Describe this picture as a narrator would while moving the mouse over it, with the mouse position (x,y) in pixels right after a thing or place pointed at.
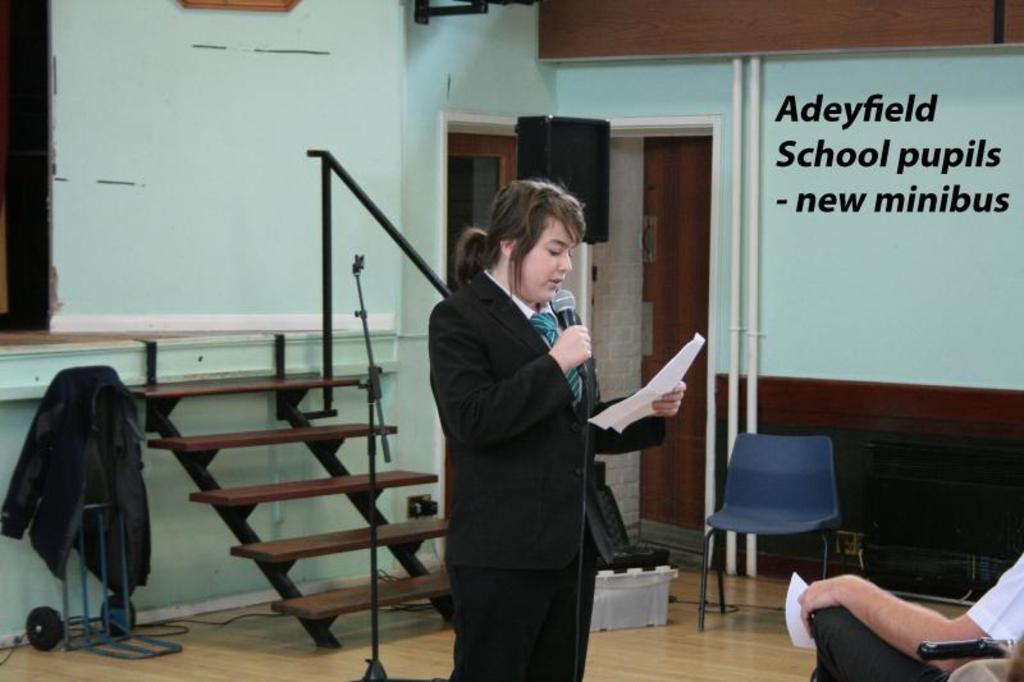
In this image a lady (537,351) wearing black suit (504,311) is talking something. She is holding a mic (563,300) and paper (665,377). in front of her people (911,638) are sitting. In the background (90,474) coat (80,435), staircase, stand (359,313), speaker (573,132) and wall (246,413) is there.
